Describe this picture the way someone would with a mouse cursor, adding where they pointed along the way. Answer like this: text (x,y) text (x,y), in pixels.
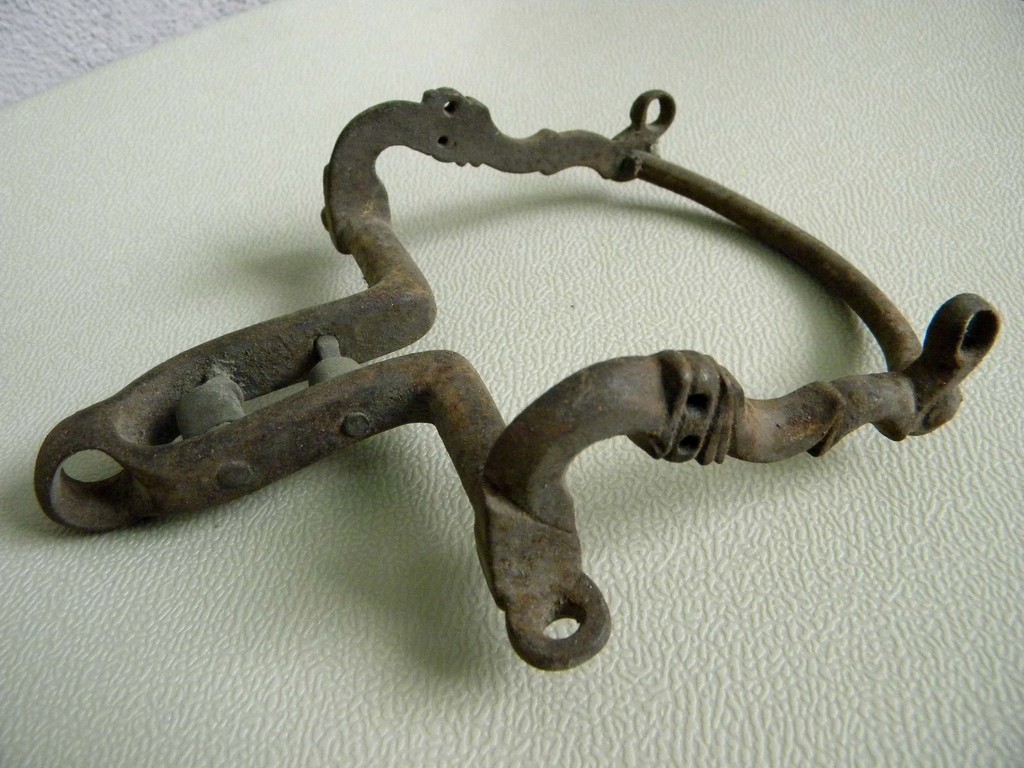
In this picture, we see a metal object (373,141) which looks like a handle (278,337) or it might be an antique (470,388). In the background (242,127), it is white in color. It might be a table (163,235).
